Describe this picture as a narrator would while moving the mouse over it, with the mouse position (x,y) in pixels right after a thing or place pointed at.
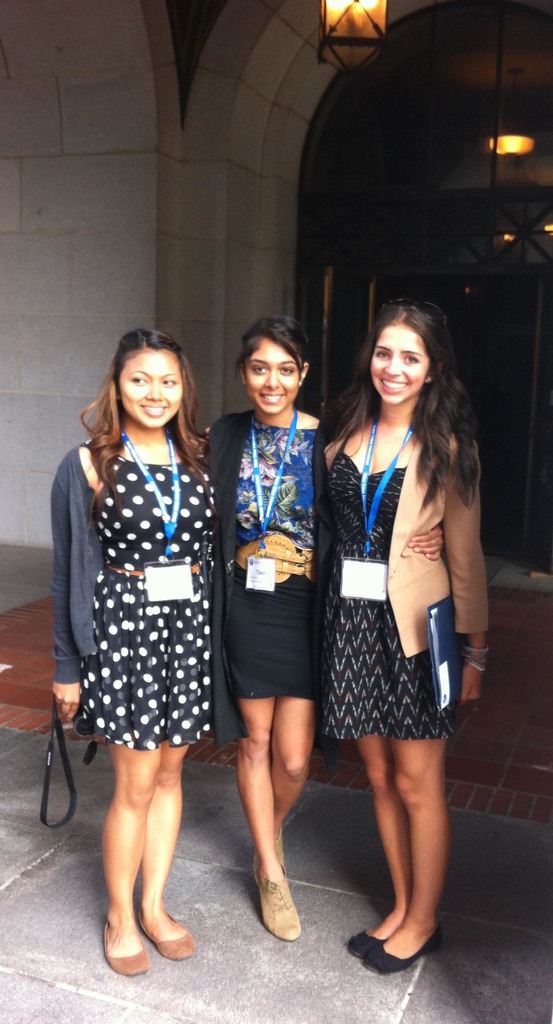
In this image we can see group of persons (155,919) are standing, and smiling, they are wearing an id card (167,558), there are lights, there is a wall (165,262).
